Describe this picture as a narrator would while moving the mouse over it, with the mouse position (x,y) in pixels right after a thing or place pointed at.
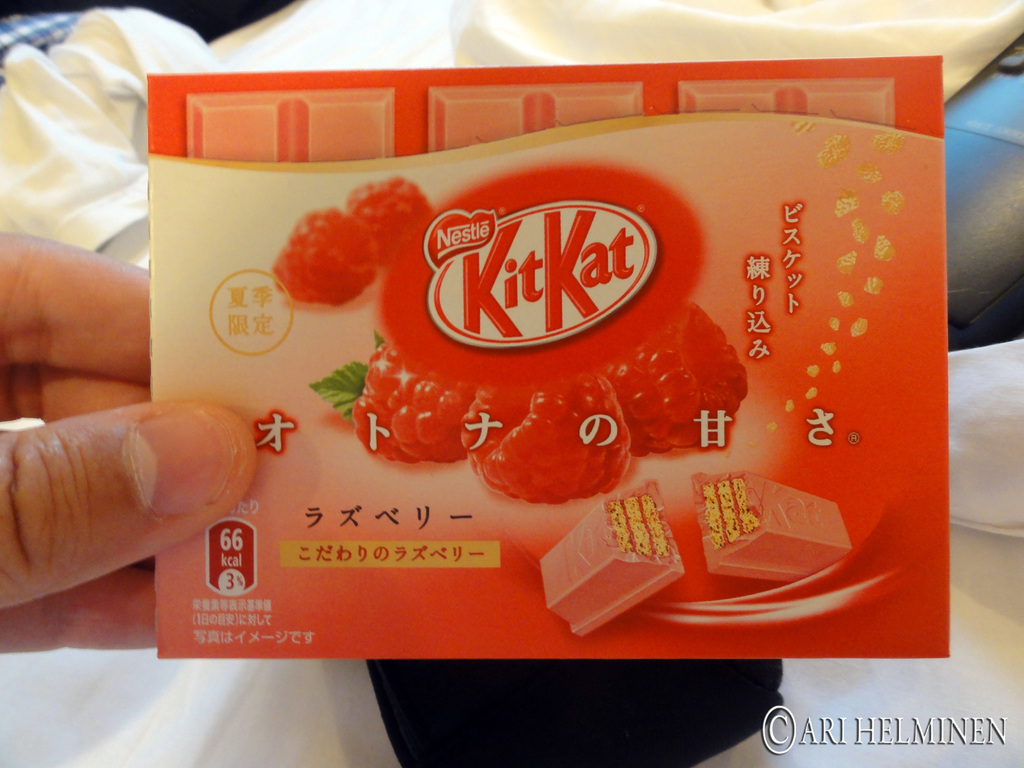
In this image we can see a person (130,403) holding chocolate wrapper (507,381) in the hands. In the background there are clothes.
